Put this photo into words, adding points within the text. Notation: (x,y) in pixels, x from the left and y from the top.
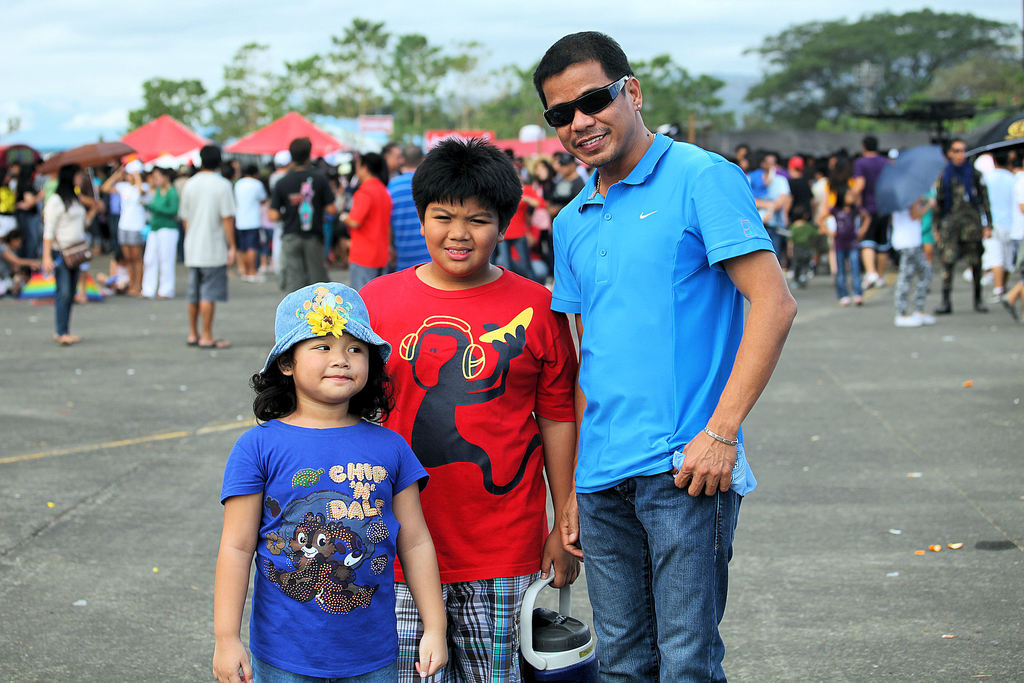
In this picture there are three people (394,549) standing in the foreground (622,413). At the back (801,194) there are group of people (124,194) and there are trees (813,112), tents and boards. On the right side of the image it looks like a vehicle (924,111). At the top (288,47) there is sky (210,28) and there are clouds (132,36). At the bottom (97,484) there is a road (113,450).
